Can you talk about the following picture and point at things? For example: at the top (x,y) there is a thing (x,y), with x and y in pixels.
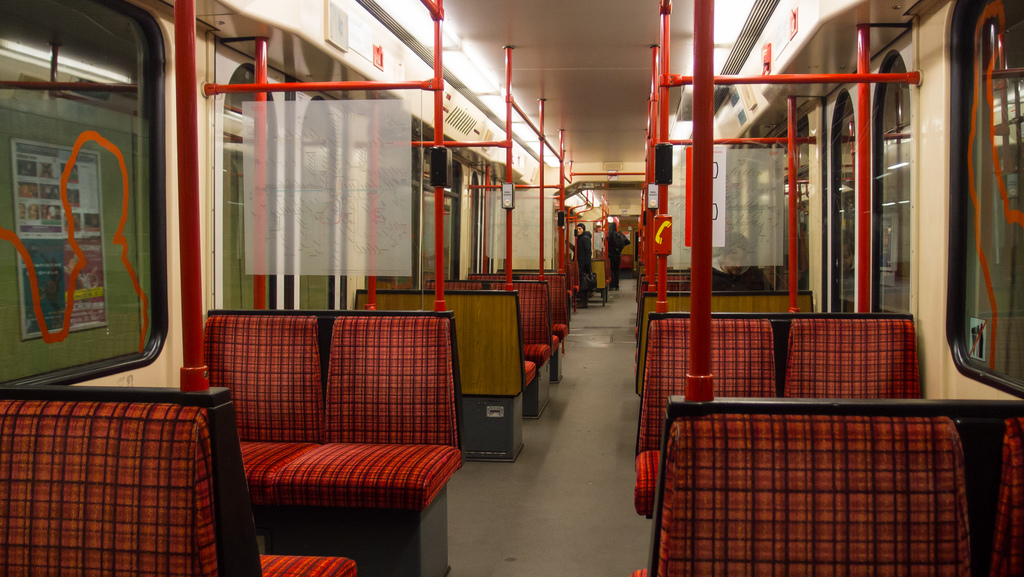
This picture is taken inside the train (698,326). In this image, we can see seats (339,442) in the train (625,531), on the right side (873,284), we can see a glass window (909,238), metal rod (704,171). In the background (612,240), we can see a group of people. On the left side (108,246), we can see a glass window (121,245), outside of the glass window (102,149), we can see a poster (52,196) and a tube light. On the left side (277,232), we can also see a door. At the top (631,162), we can see a roof (627,68) of the train (631,121).
